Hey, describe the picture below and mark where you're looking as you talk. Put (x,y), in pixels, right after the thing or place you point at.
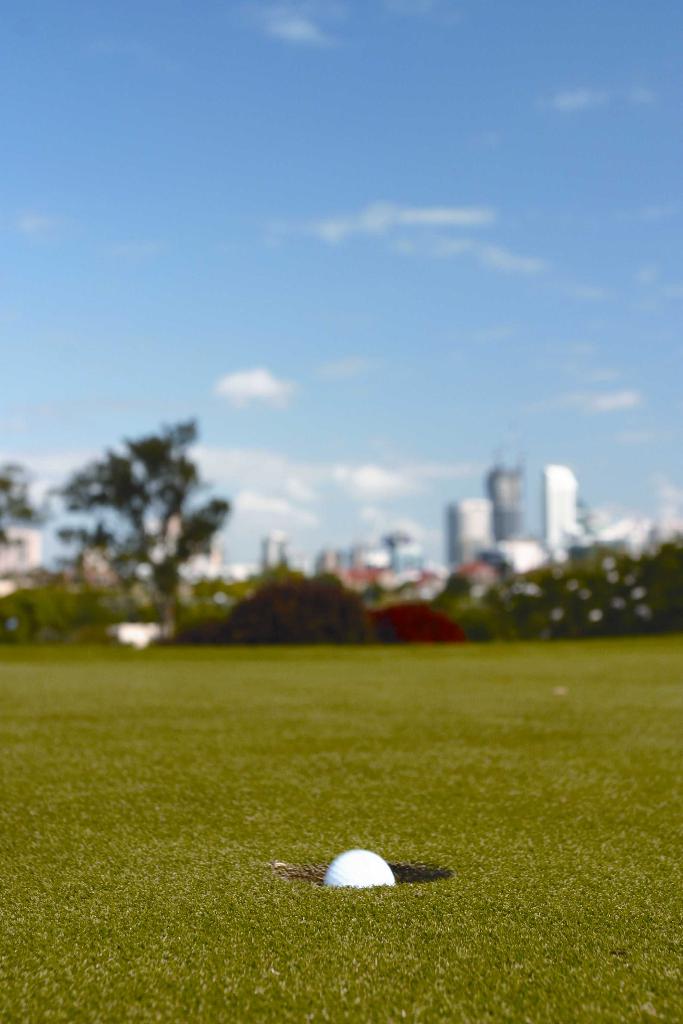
In the foreground of this image (628,872), on the bottom (422,931), there is grass (320,969) and a white ball (375,873) in a hole (319,878). In the background (440,629), there are trees (138,510), plants (275,589), buildings (521,540), sky (517,403) and the cloud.
